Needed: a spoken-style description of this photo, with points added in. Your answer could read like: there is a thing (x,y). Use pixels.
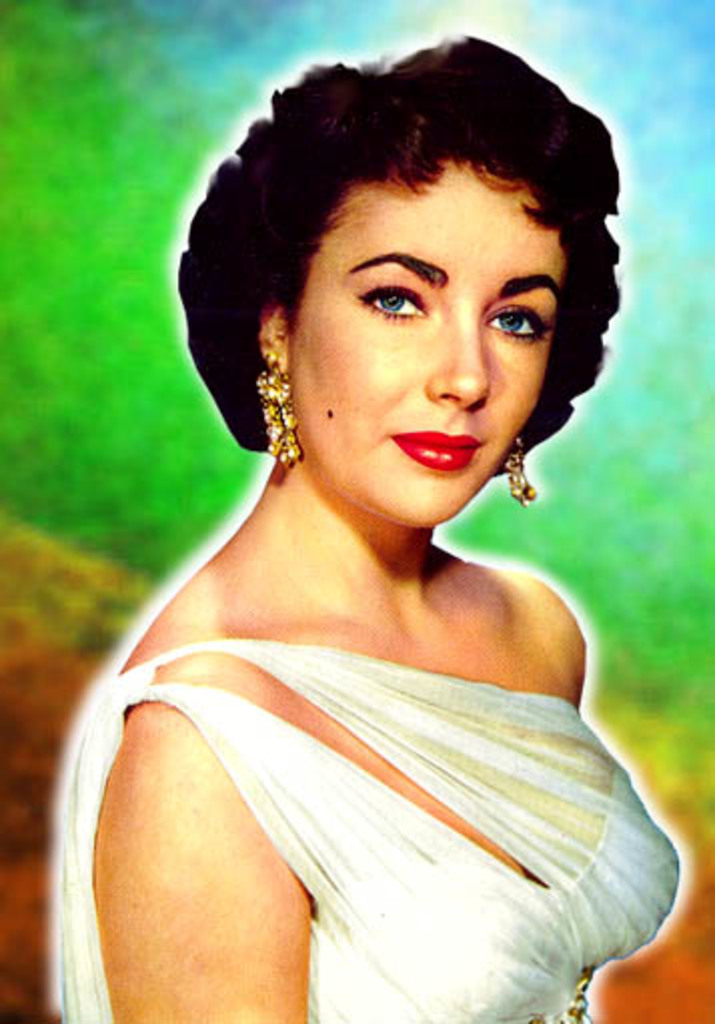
In the image in the center (273,374), we can see one woman (422,704) standing and she is in white color dress (485,692). And we can see she is smiling, which we can see on her face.
